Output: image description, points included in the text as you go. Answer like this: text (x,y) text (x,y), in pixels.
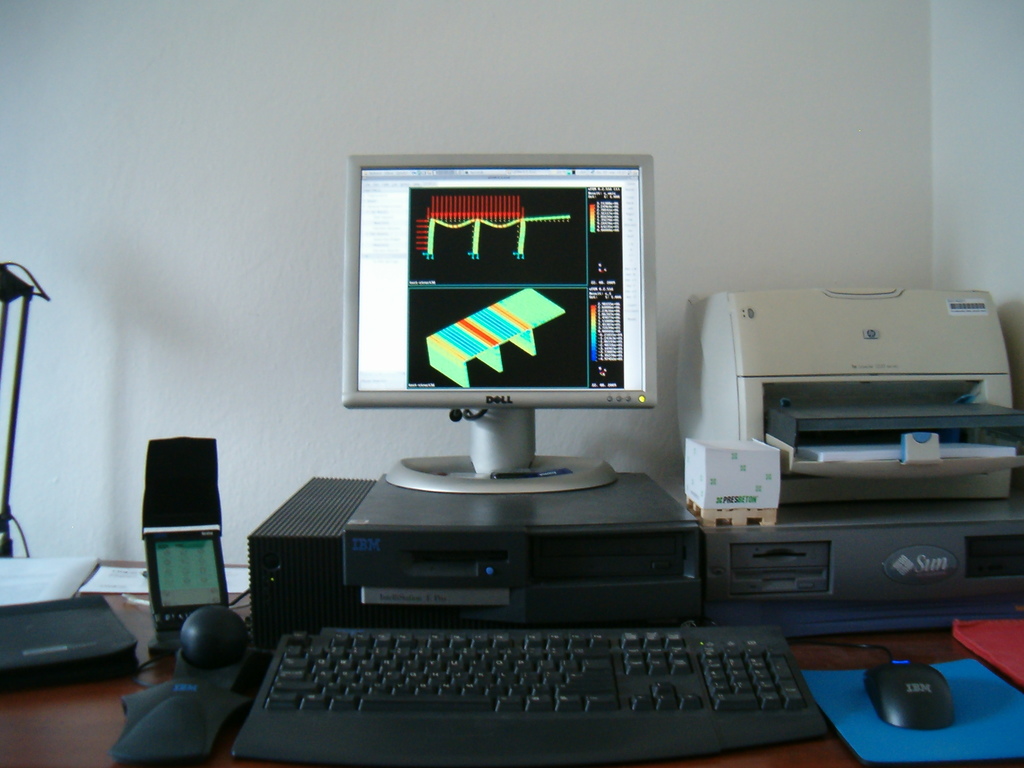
In this image i can see a desktop (444,276), keyboard (348,675), mouse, printer (791,478) on the table (46,703), and at the background (208,412) i can see a wall (165,401).
